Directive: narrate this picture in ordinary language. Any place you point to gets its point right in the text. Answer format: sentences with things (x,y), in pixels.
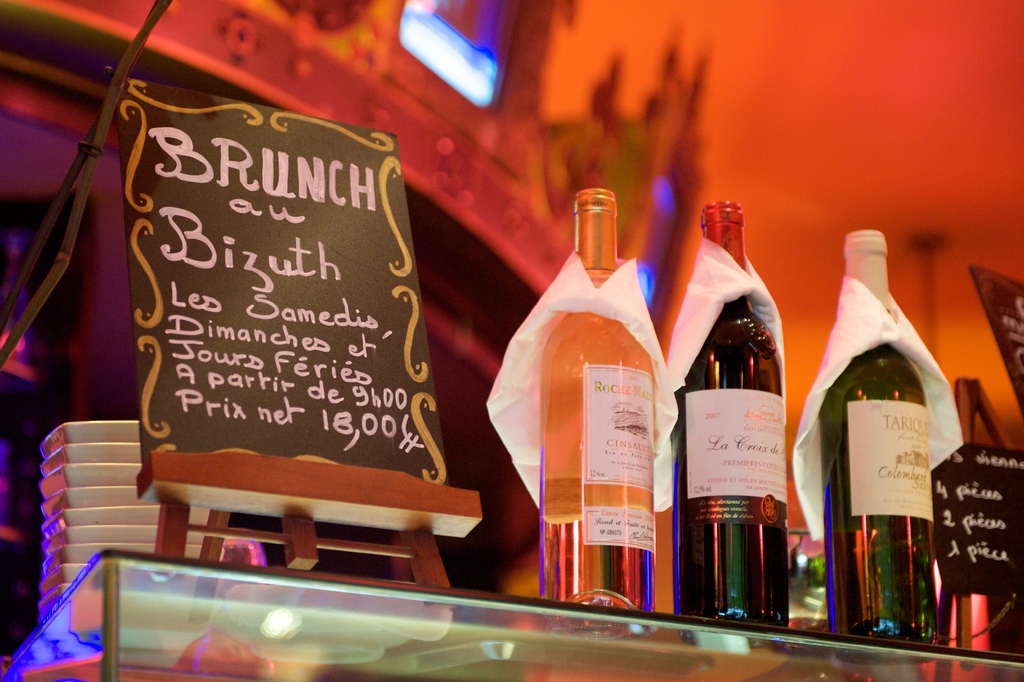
This image is taken in a restaurant (914,290). In this image there is a glass table (534,614) which has bottles (909,632) and a bottle (619,581) full of wine (738,568), there are few bowls (46,516) and a board (139,359) written with text (349,419). There is a light (421,7) at the top middle of the image (464,59).
